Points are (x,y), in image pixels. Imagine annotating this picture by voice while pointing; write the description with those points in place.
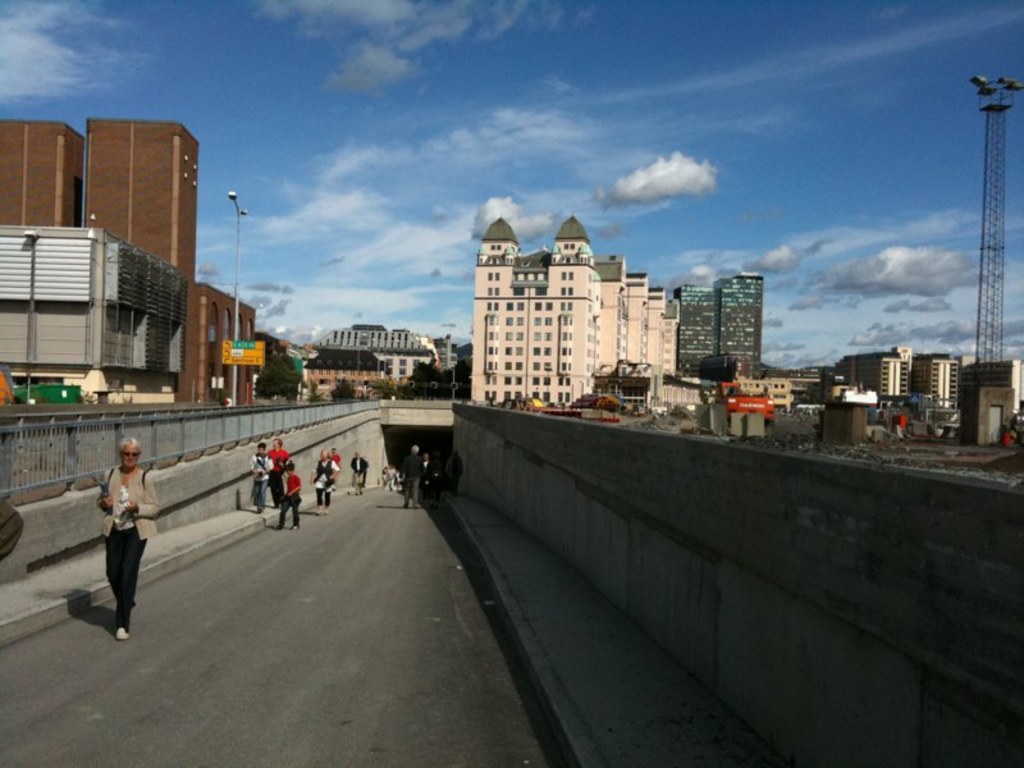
In the center of the image (371,503) there is road (379,496). There are people (139,487) walking. In the background of the image (159,199) there are buildings (159,199), poles (235,323). To the right side of the image (986,108) there is a tower (991,123). There is sky (408,253) and clouds (464,147). To the left side of the image (92,435) there is railing (207,434).
